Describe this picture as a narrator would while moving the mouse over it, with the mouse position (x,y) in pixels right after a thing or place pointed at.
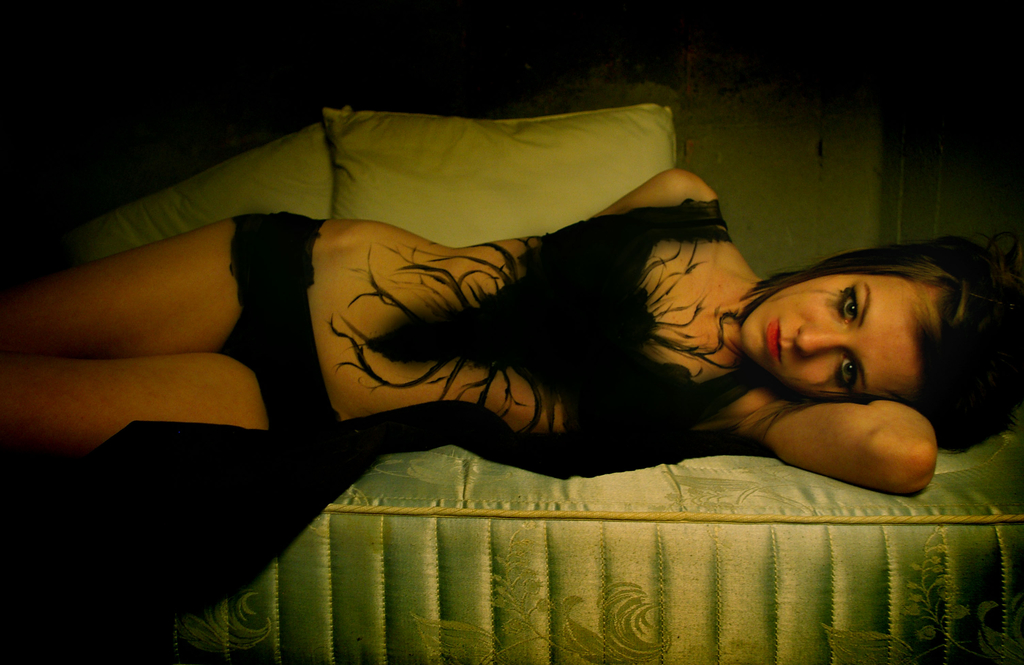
In this image there is a girl (653,354) lying on the mattress (631,574). There are two white pillows (404,156) behind the girl (570,377).
